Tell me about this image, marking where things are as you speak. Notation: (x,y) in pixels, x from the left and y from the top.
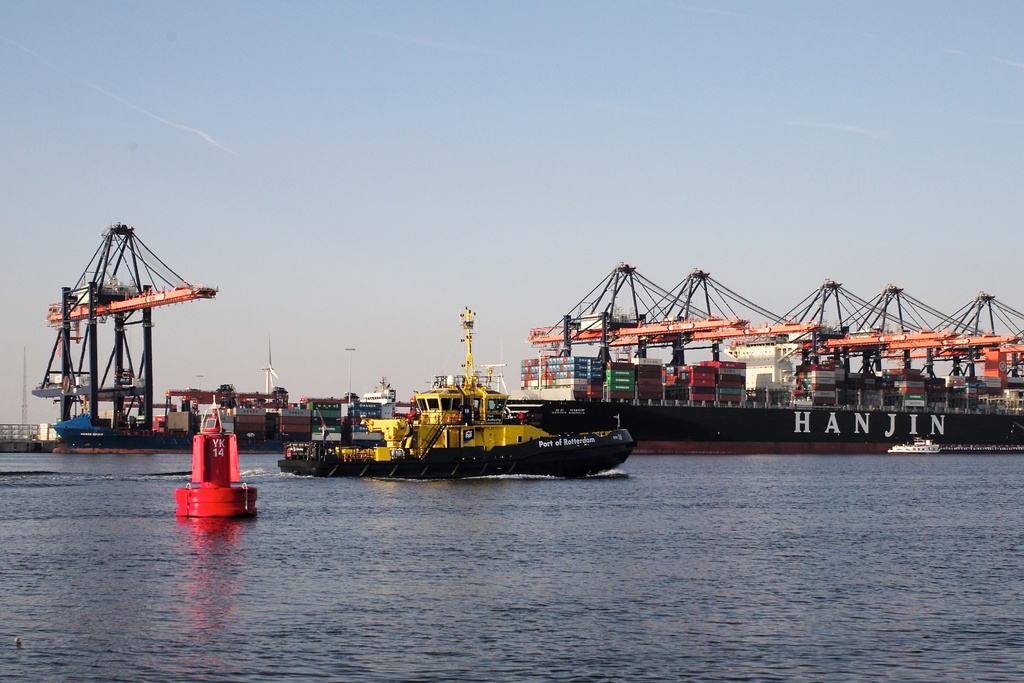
In this image there are ships (441,386) in the water (679,509). In the background (326,355) there are windmills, towers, buildings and sky (593,112).
